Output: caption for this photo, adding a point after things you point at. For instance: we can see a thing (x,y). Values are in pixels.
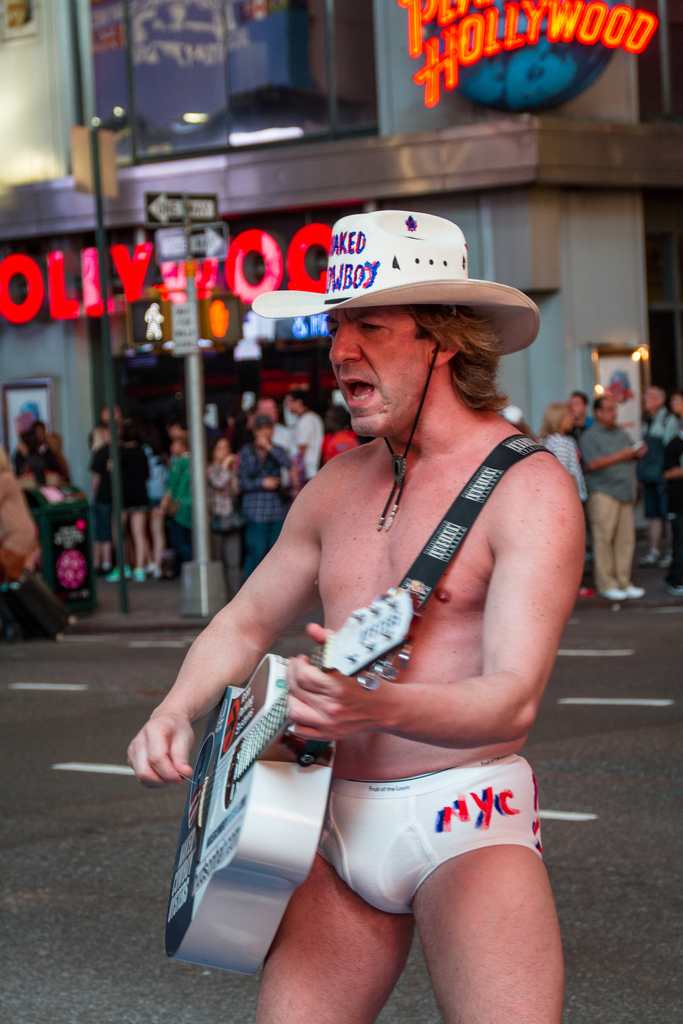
There is a man (488,728) standing and playing guitar (317,664) and wore hat (356,258). In the background (59,438) we can see people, board (172,248) on pole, building (499,118), hoarding (511,5) and road (617,795).
